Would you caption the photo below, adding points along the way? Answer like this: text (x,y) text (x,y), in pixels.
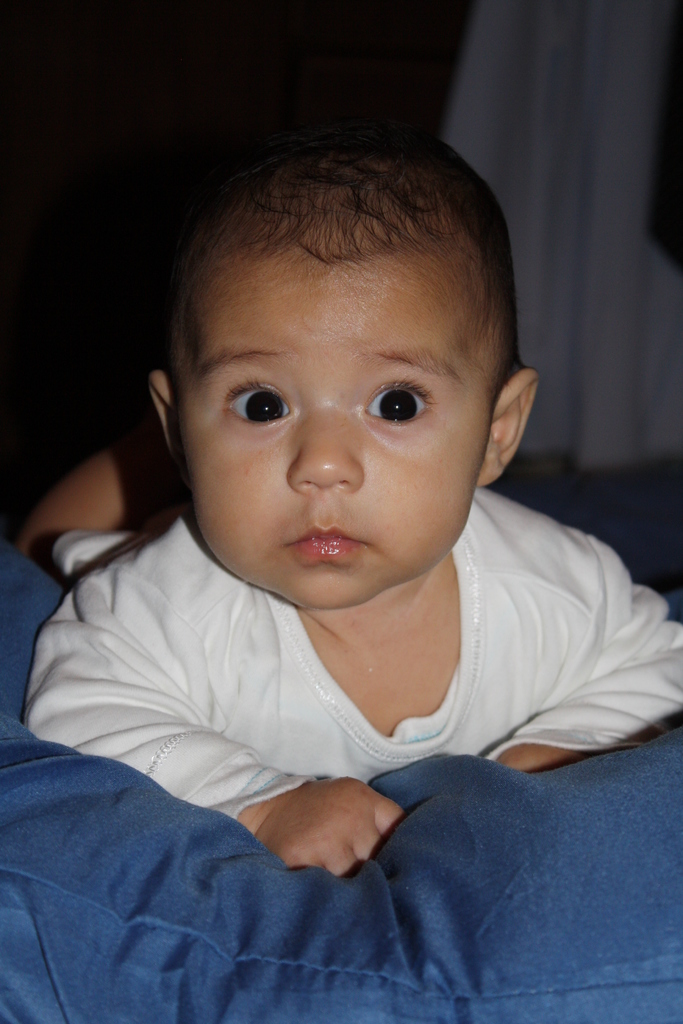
In the middle of the image (347,538) we can see a baby (365,617) on the bed (246,865), and we can see dark background (136,184).
